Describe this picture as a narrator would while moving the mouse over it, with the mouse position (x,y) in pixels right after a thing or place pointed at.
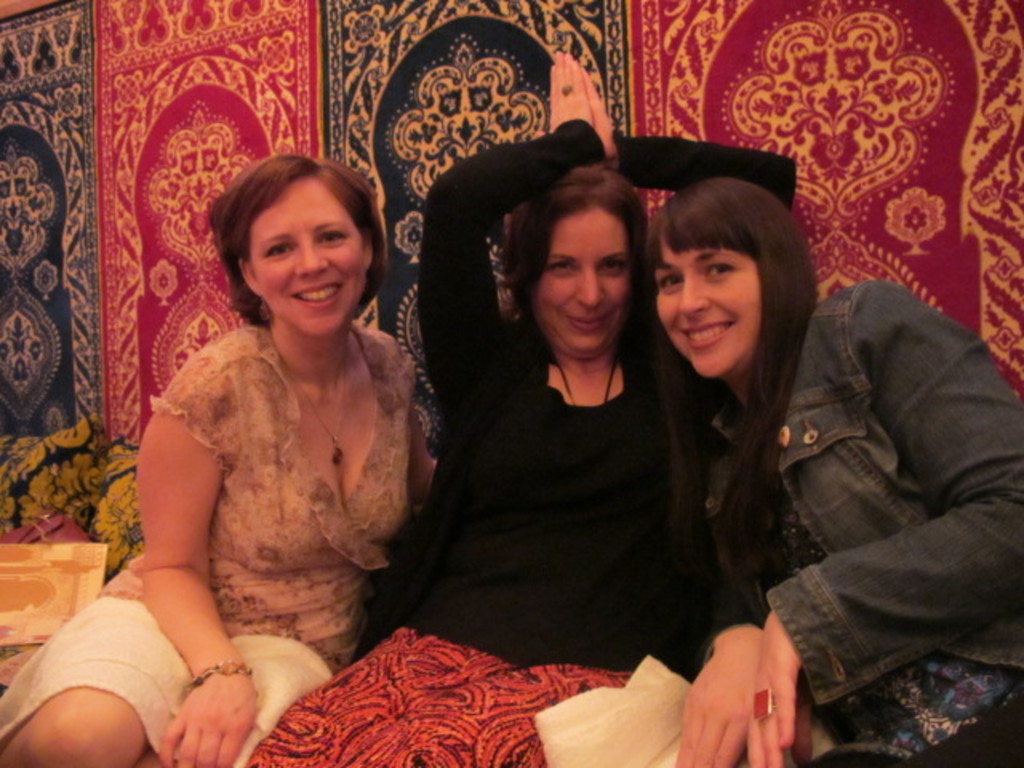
In this image I see 3 women (1008,394) sitting and all of them are smiling. In the background (480,74) I see 2 colored carpets (18,400), which are of red and blue.
